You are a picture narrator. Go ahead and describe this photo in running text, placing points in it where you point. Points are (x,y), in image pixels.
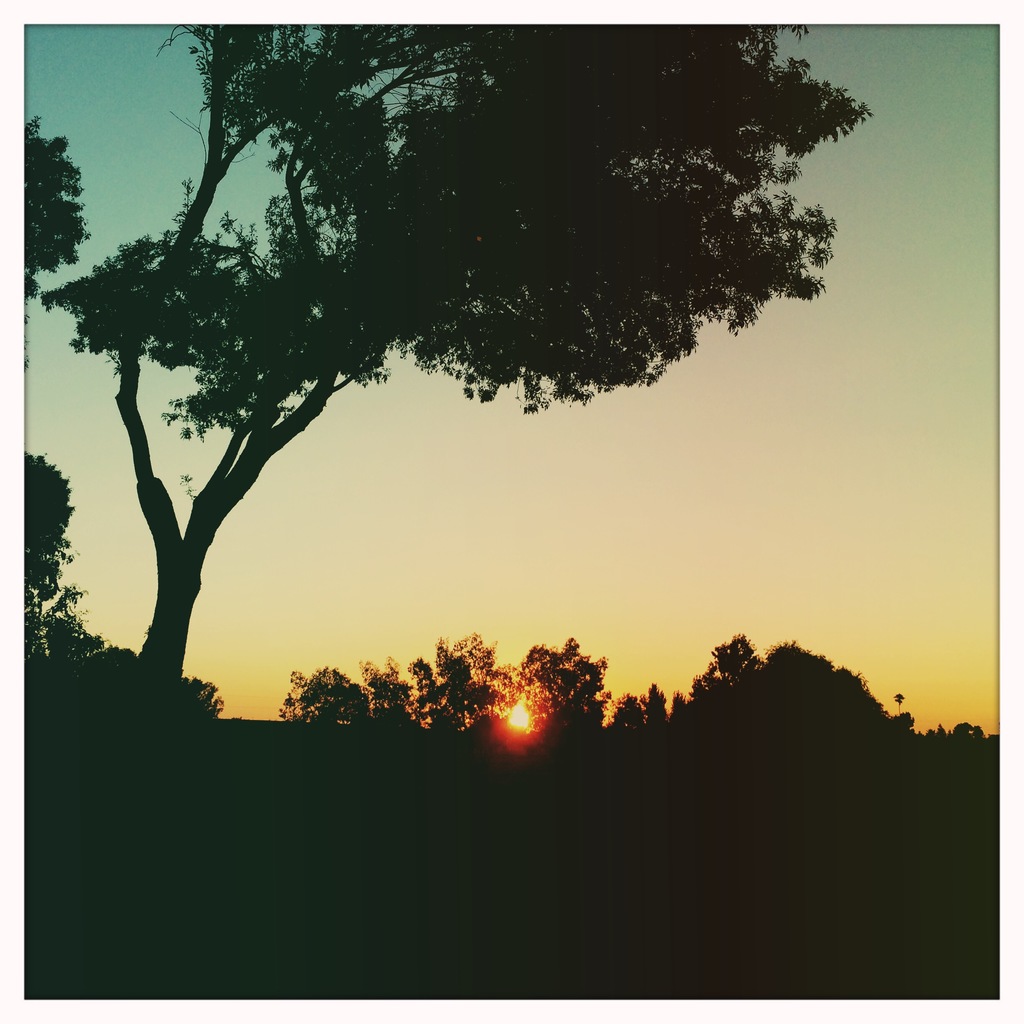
In the middle of the picture (449,677), we see the sun (513,715) and the trees (421,699). On the left side (99,343), we see the trees (235,333). At the bottom (432,854), it is black in color. In the background (508,542), we see the sky (657,493).
